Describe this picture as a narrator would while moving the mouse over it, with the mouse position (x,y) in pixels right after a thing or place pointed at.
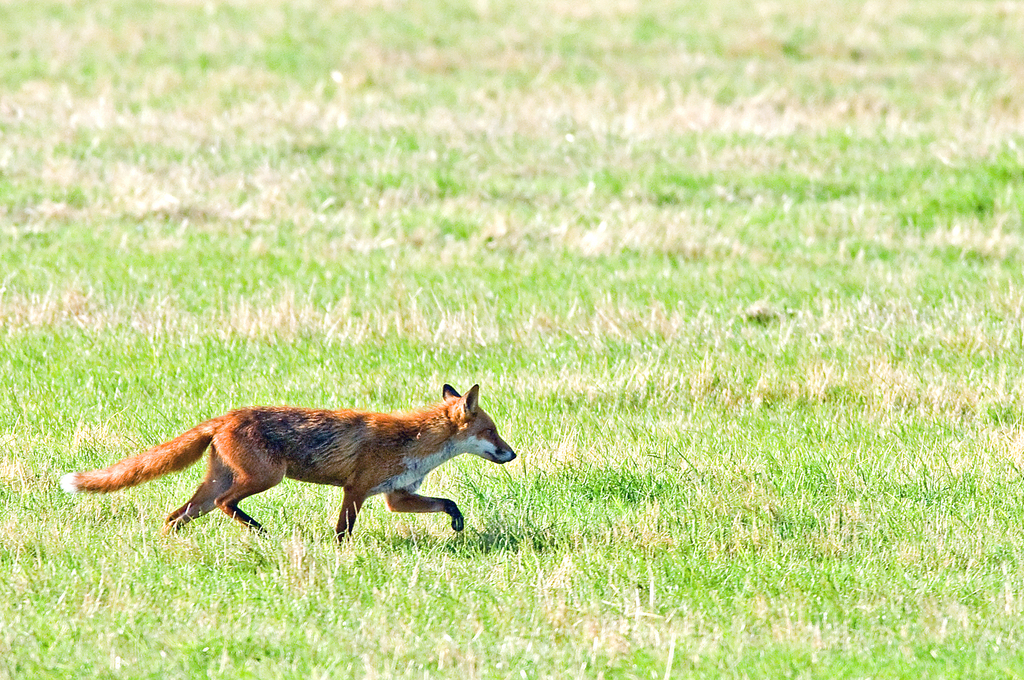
In this image, we can see a brown fox (323,470) is running on the grass (531,281).
